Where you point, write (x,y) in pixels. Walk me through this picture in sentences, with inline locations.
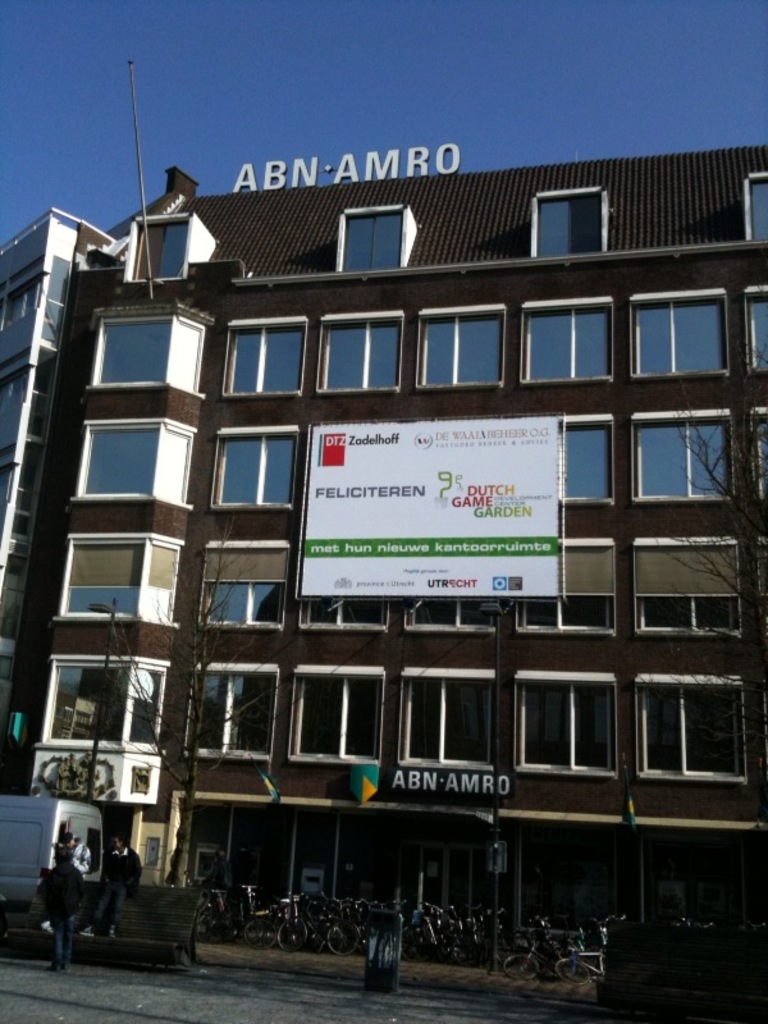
This is a building (186,687) with the glass doors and windows (366,722). I think this is a hoarding (496,584), which is attached to the building wall (620,523). I can see a name board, which is at the top of the building (447,184). I can see few people (107,892) standing. On the left side of the image (40,827), I can see a van (17,878), which is parked. These are the bicycles (426,924), which are parked. On the right side of the image (647,971), that looks like a bench (633,957). I think this is a tree (744,504) with branches (734,472). This is the sky (435,77).
